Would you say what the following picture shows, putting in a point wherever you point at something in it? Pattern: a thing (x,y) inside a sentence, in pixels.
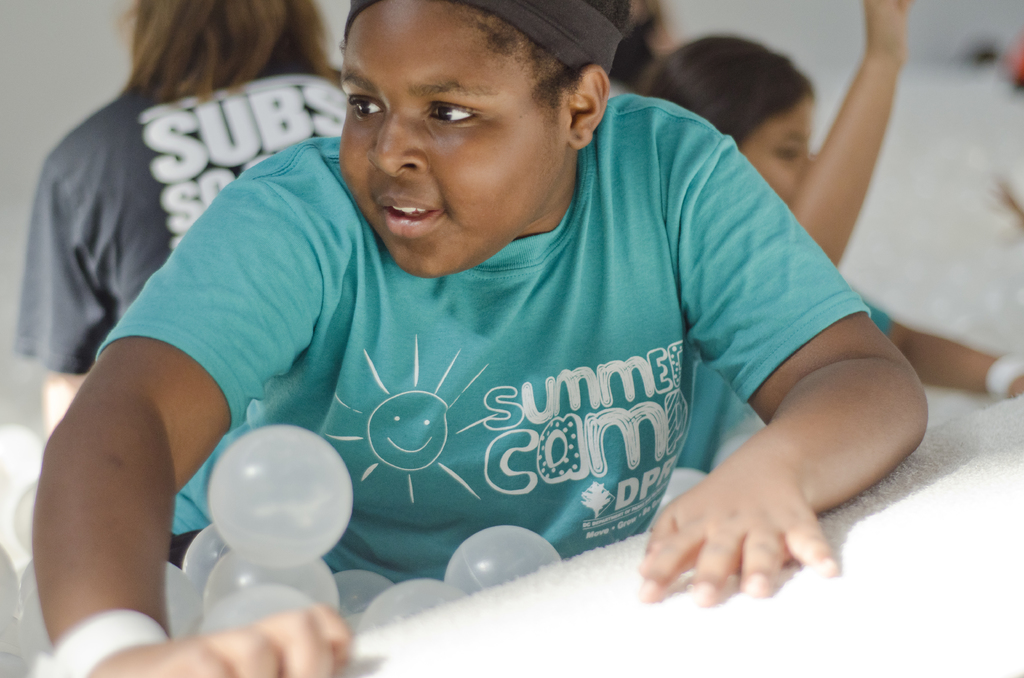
In this image there is a boy (104,557) sitting in ball pit (472,620) with so many balls (230,521) around, behind him there are some other people (42,284).
